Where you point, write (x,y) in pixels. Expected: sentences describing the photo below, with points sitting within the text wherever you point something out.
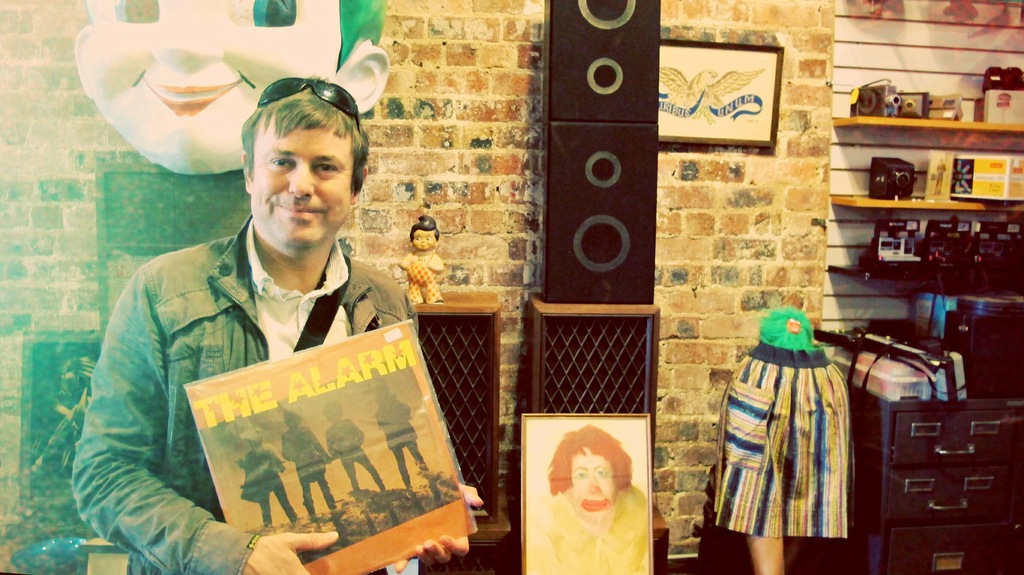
This man (279,342) is holding a record (315,438). Here we can see speakers (592,221) and toys (305,68). Pictures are on the wall (764,198). In this rack (934,203) there is a camera (907,169) and things (1014,219). Above this cupboard (1002,556) there are objects (985,368).
